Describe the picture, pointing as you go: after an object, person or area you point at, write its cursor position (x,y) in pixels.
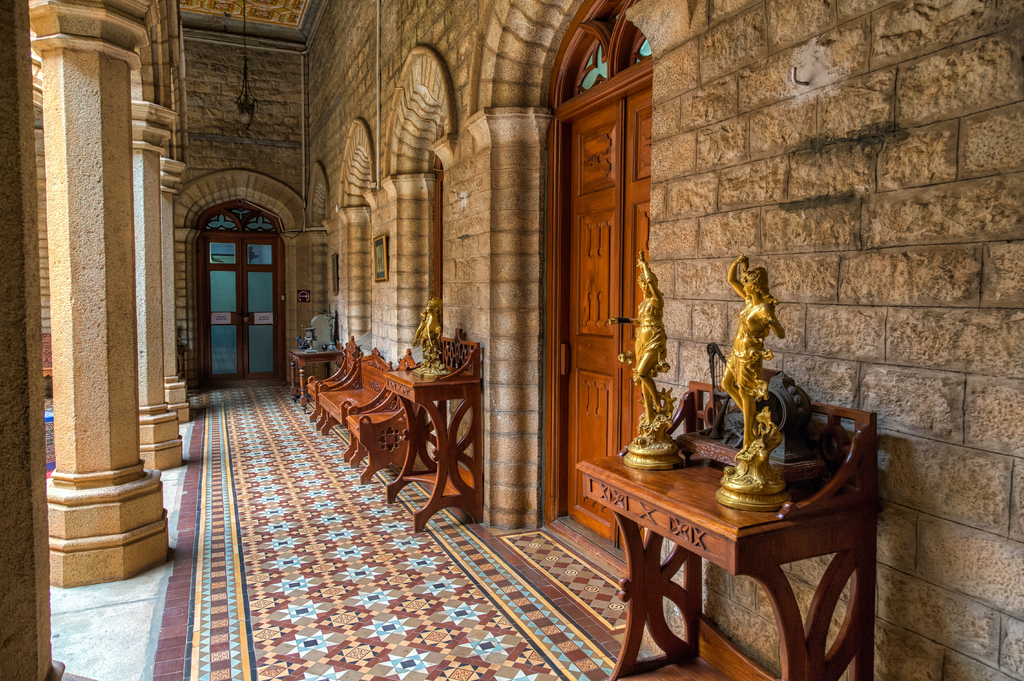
There are tiles (317,549) on the floor (425,594) as we can see at the bottom of this image (356,596). There are some statues (431,374) kept on the table (451,388) in the middle of this image (653,433). There is a wall (957,351) in the background (312,236). We can see pillars (110,334) on the left side of this image (151,372).
